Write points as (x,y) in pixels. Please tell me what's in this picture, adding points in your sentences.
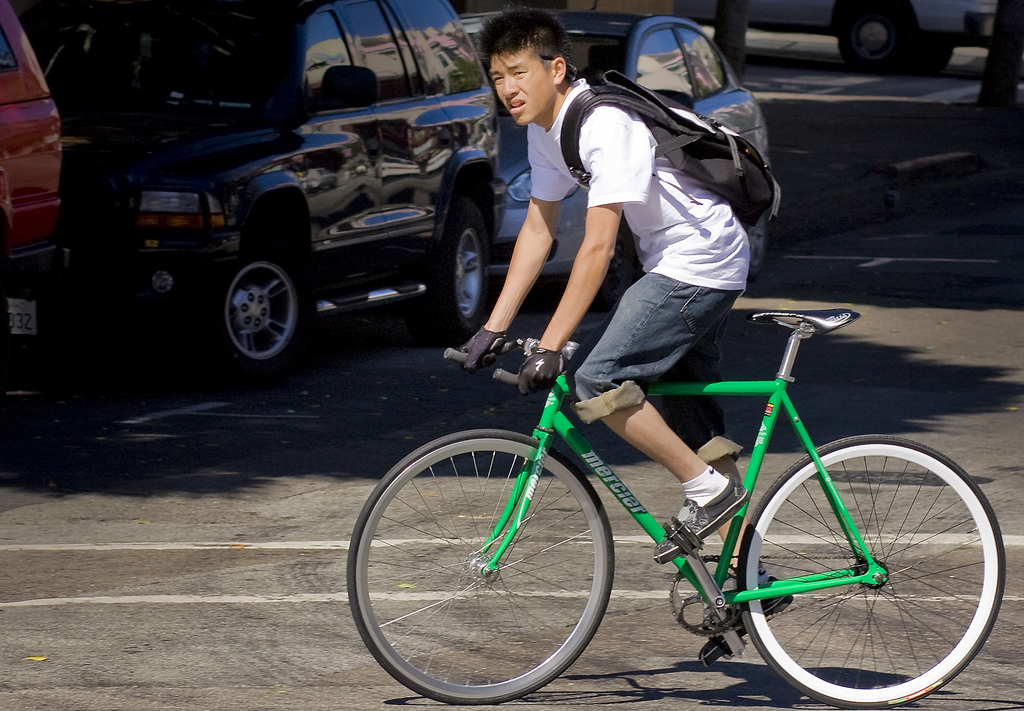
There is boy (654,149) wearing a bag (694,165) and gloves (557,355) is riding a cycle (781,503) on the road (264,567). In the back (267,136) there are some vehicles (718,64).
